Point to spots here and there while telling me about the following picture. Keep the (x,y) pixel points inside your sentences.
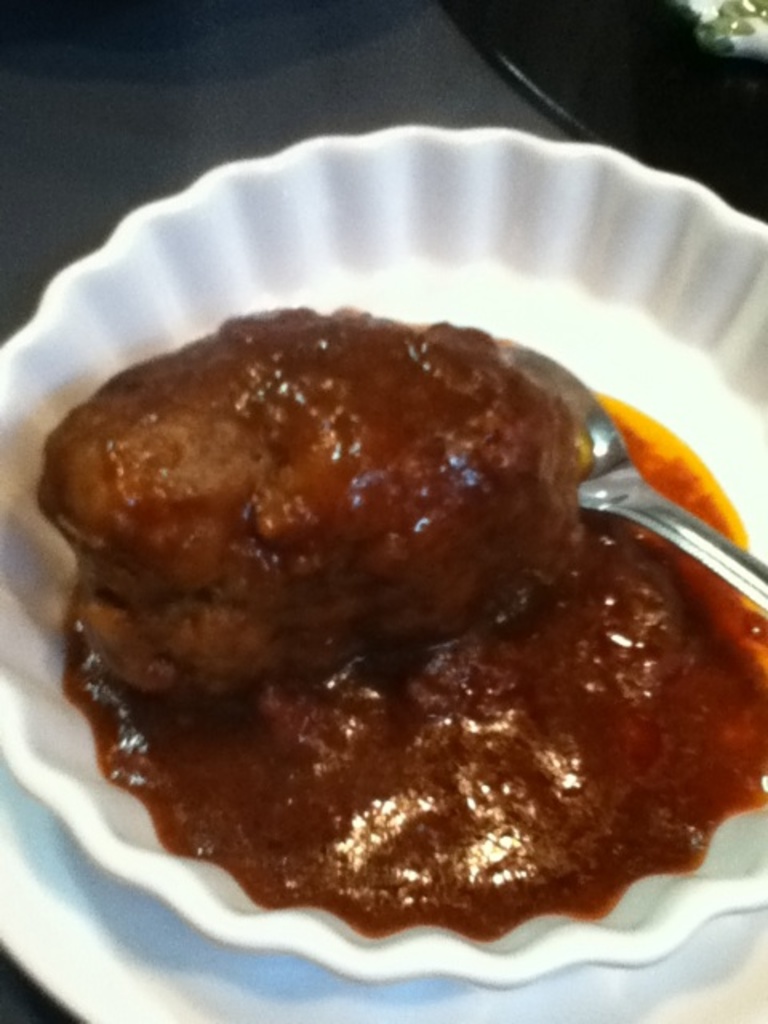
In this image, I can see a bowl (190,900) on a plate (107,917). This bowl (168,878) contains a food item (505,711). I think this is a spoon (693,553). At the top right corner of the image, that looks like an object (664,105).
